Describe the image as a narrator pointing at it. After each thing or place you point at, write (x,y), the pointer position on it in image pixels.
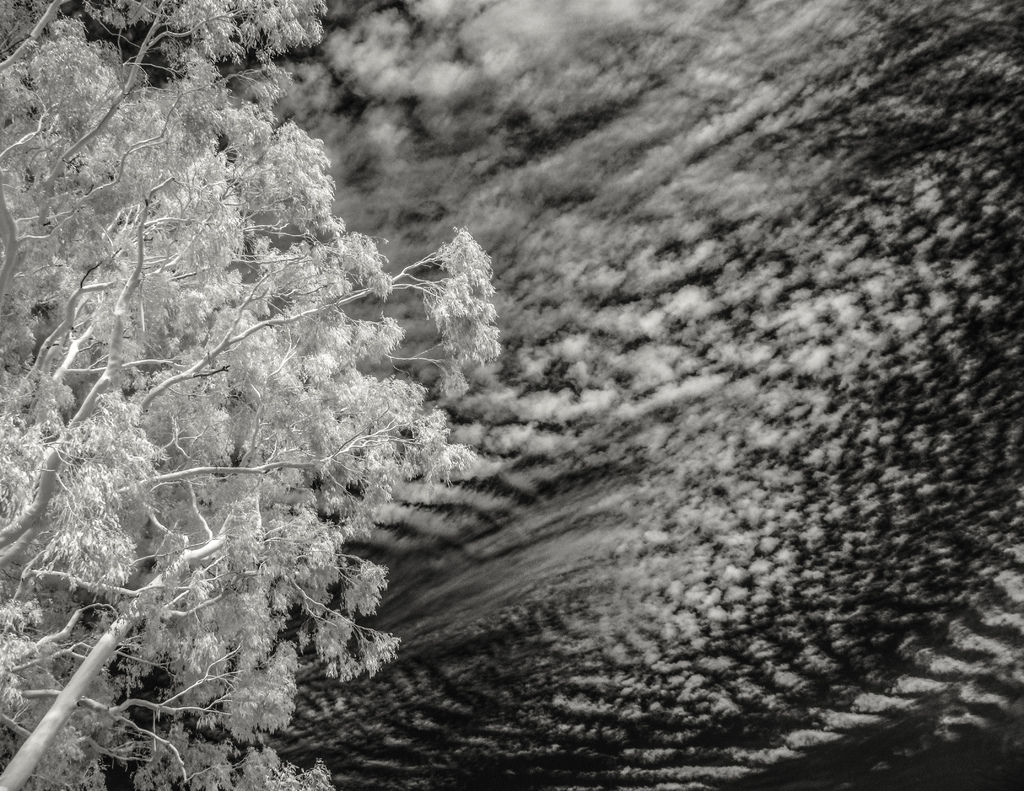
This is a black and white image and here we can see a tree (229,405) and the background (475,55) is a cloudy sky (597,139).
